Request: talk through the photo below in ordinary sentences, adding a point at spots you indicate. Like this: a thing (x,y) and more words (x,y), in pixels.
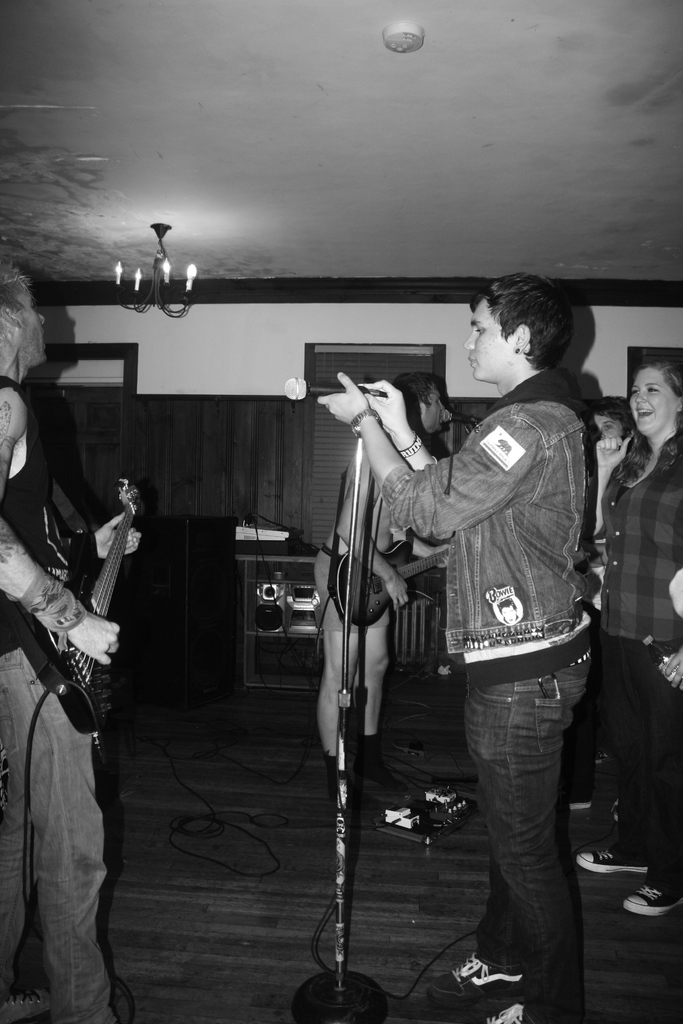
This is a black and white image. Here there is a mic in the middle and on the left side (4,711) there is a person (4,683) who is holding Guitar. On the right side (535,527) there are so many people (450,610) standing. There are lights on the top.
